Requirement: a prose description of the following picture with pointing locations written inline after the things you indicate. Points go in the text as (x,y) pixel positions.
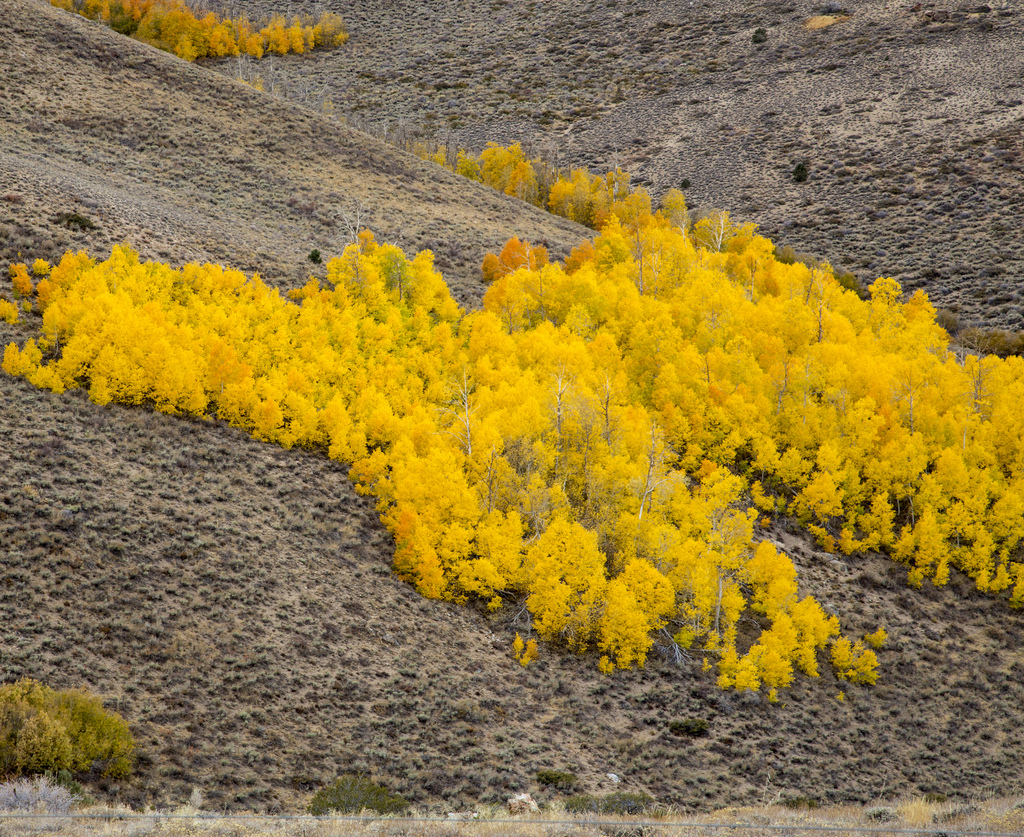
In this picture we can see plants (371,416), at the bottom (265,623) there is soil (395,664).
